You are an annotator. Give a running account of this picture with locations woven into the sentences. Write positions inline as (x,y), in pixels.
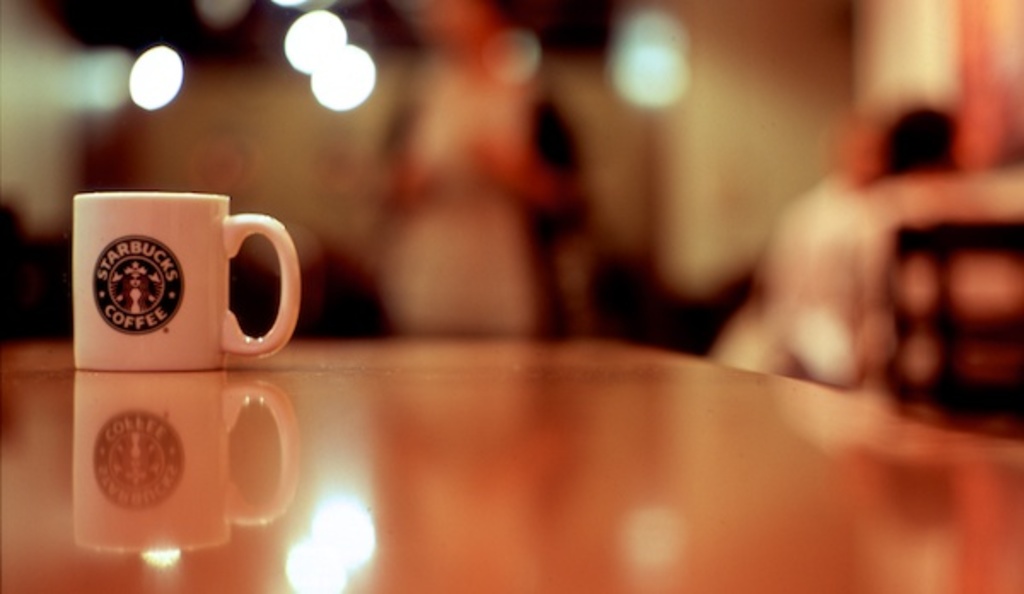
In the foreground of the picture (222,552) there is a table (629,395), on the table (157,393) there is a coffee cup (115,283). On the top right (864,165) there is a chair (975,281) and few persons (805,236) seated. Background (478,197) is blurry and there are lights (114,66) and few people (469,173).
